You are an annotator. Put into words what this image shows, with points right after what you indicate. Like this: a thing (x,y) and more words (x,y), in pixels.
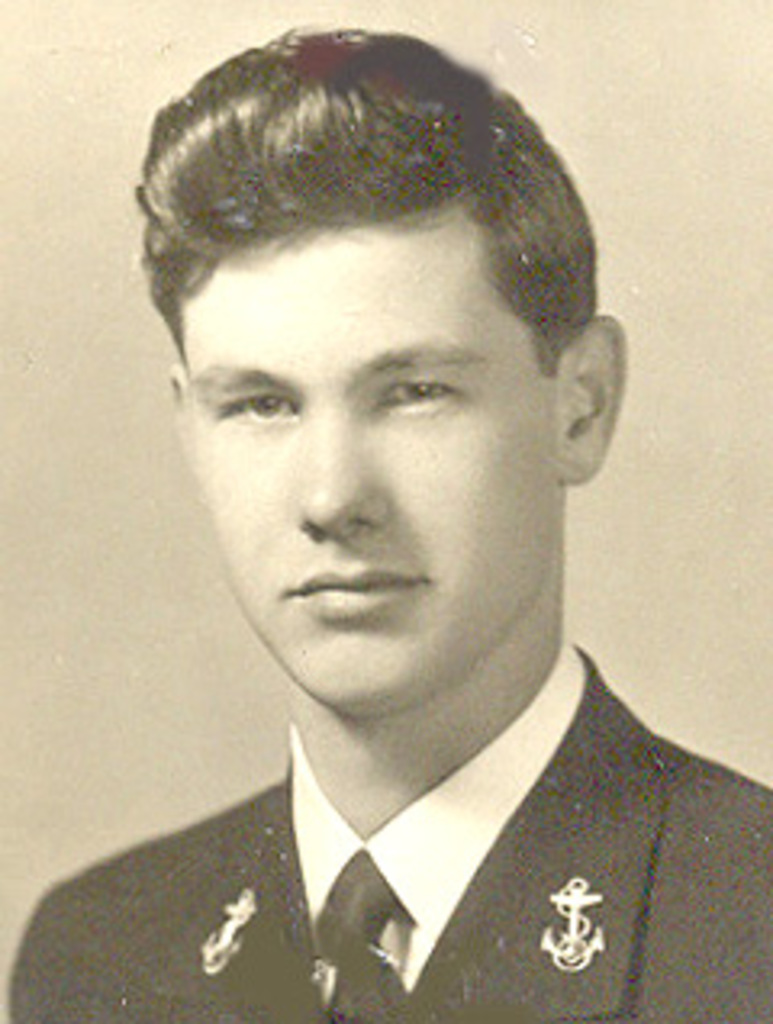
In this image I can see a person's photo (286,888) and a wall (737,380). This image looks like a photo frame (362,480).
